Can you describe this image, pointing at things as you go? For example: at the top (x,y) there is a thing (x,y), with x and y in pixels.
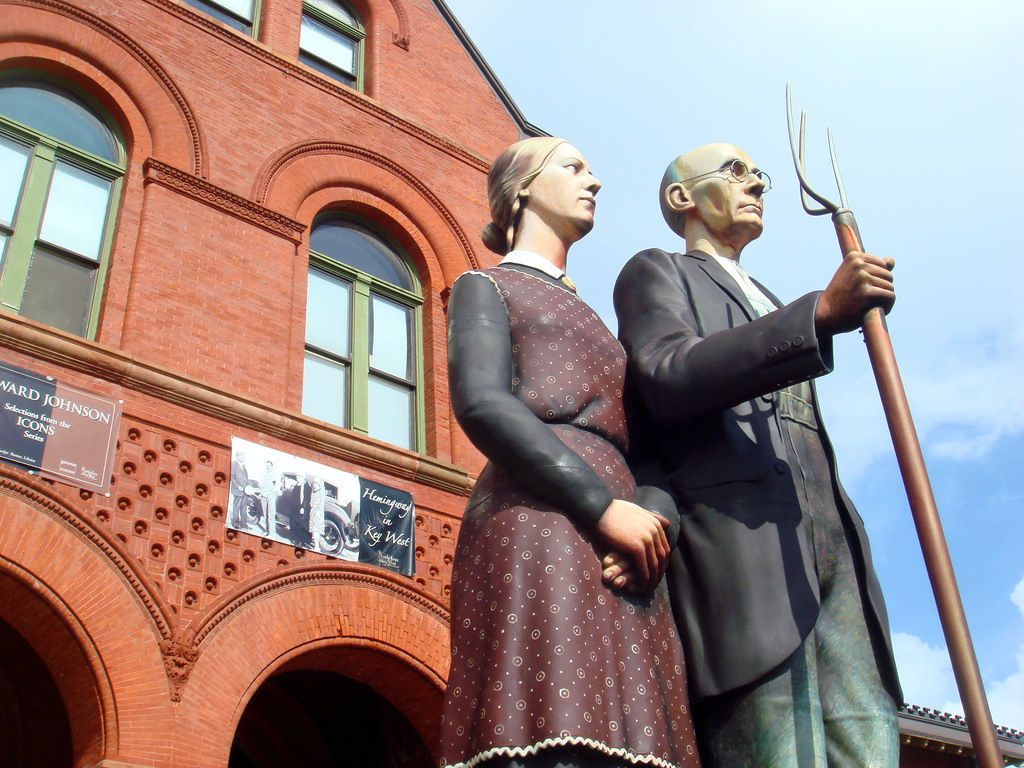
There are sculptures (522,322) in the foreground area of the image (573,401), there are posters (248,468) on the building (417,188) and the sky (695,10) in the background (420,88).
